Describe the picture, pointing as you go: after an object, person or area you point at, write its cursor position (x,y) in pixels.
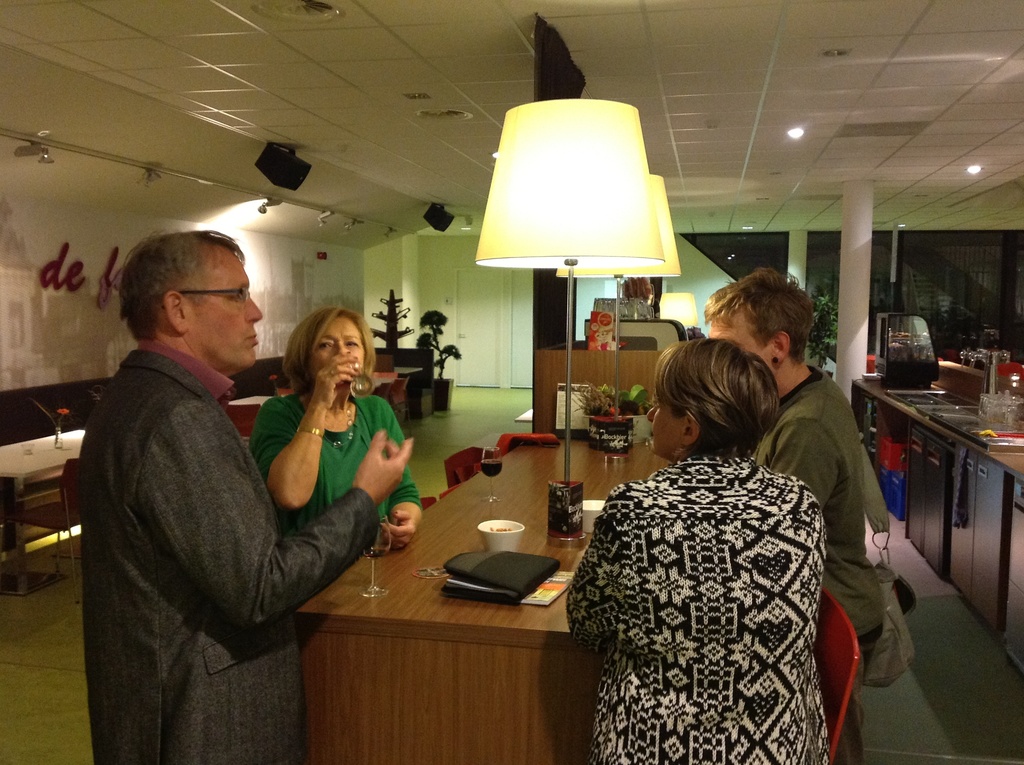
There are four members (692,546) standing around a table (420,609) on which books (485,591) glasses (374,546) and lamps (545,151) were placed. Two of them were women (665,547). In the background (41,449) there are some tables (72,432), plants (439,344) and a walls (320,285) here.
